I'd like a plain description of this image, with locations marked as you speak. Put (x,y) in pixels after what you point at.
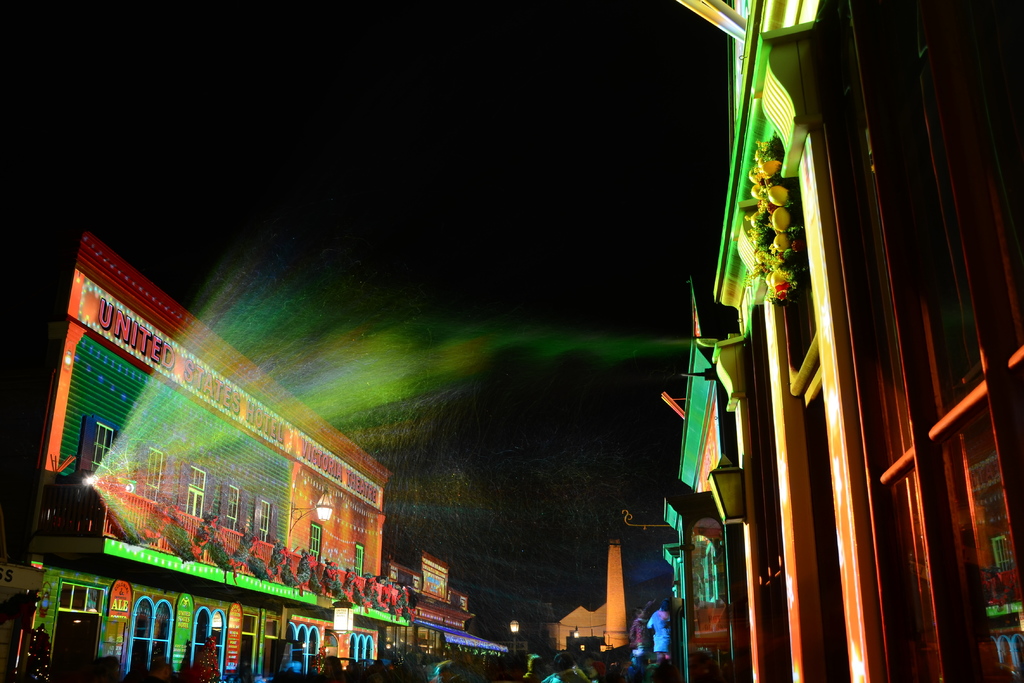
In this picture we can see people (462,675), some decorative items (298,579) and buildings (78,577). On the buildings (233,505) there are lights (349,624) and behind the buildings (394,566) there is the dark background (219,253).
